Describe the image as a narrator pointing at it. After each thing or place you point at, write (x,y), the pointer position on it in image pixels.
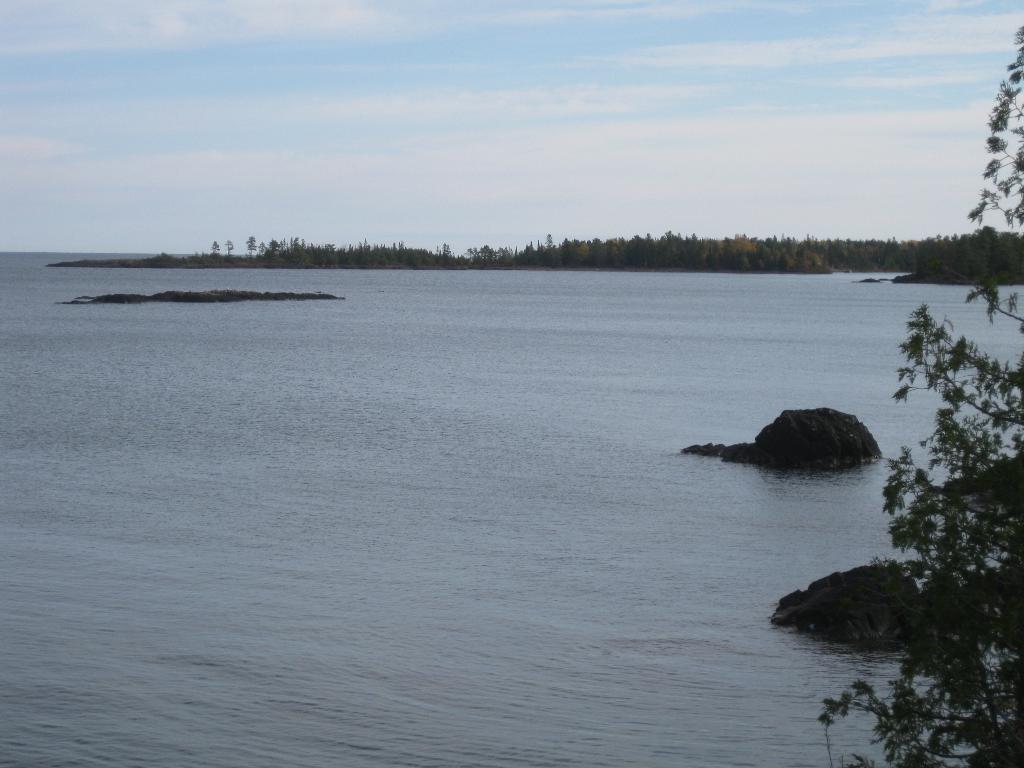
In the picture we can see water (400,474) inside it, we can see some rocks (827,619) in the water (915,460) and some plants (926,547) and far away from it, we can see, full of trees (896,246) and behind it we can see a sky (658,224) with clouds (971,108).
